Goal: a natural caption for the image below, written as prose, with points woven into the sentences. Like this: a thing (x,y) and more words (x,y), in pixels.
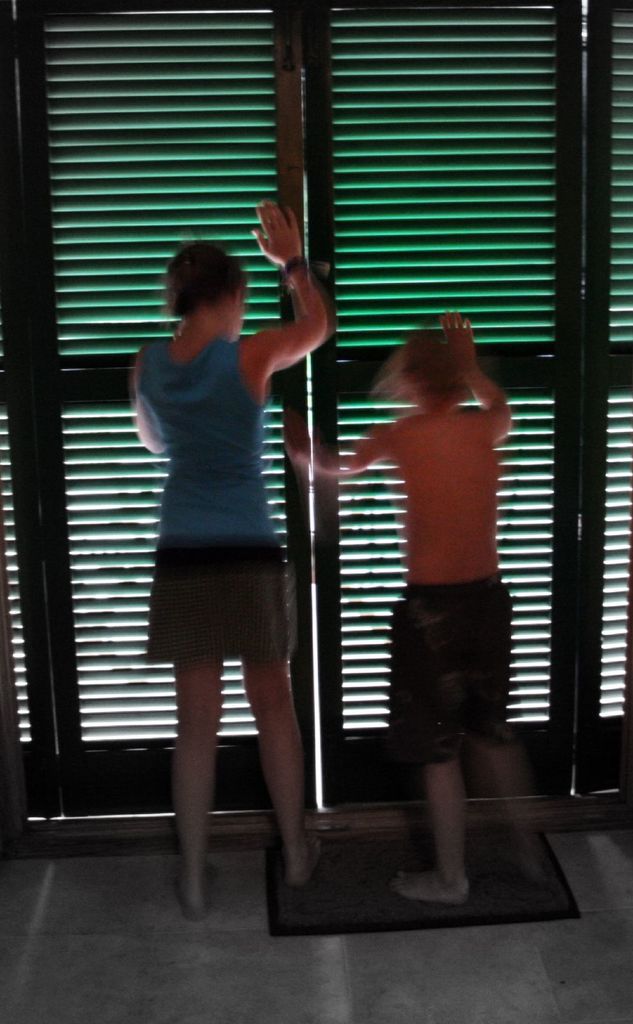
In this image a woman (267,383) and a child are standing on the floor (85,1023) at the doors (293,483) and pushing the doors (343,649).
